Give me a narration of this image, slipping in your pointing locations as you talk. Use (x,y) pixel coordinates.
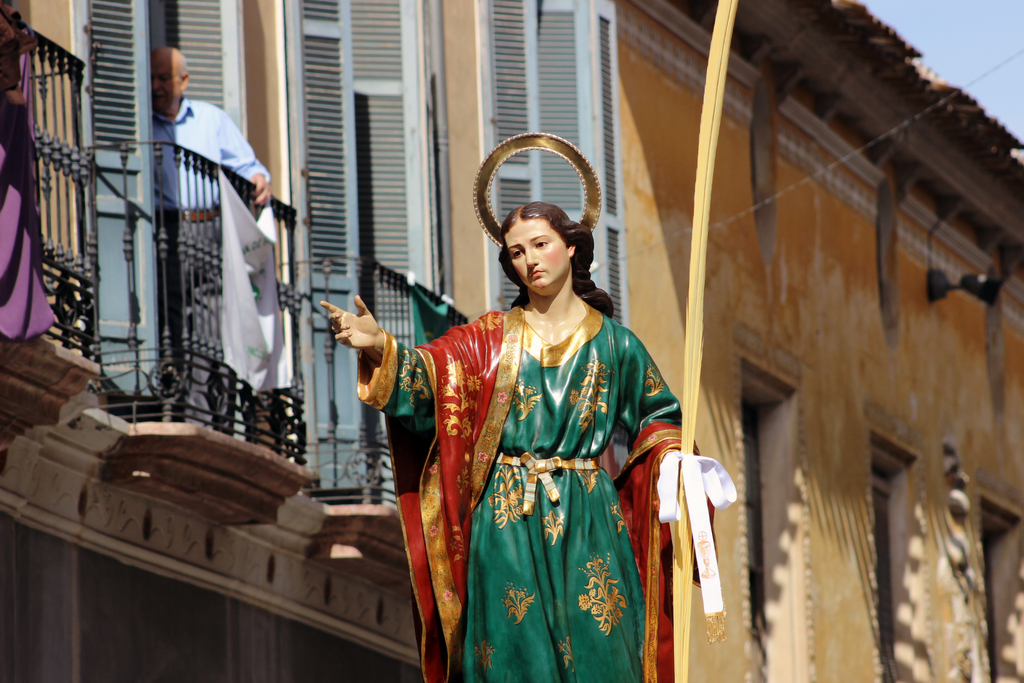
Here I can see a statue (494,369) of a person (506,475). In the background (205,231) there is a building (427,150). On the left side (183,132) there is a man (209,123) standing behind the railing (193,335). In the top right (967,24), I can see the sky (982,33).
